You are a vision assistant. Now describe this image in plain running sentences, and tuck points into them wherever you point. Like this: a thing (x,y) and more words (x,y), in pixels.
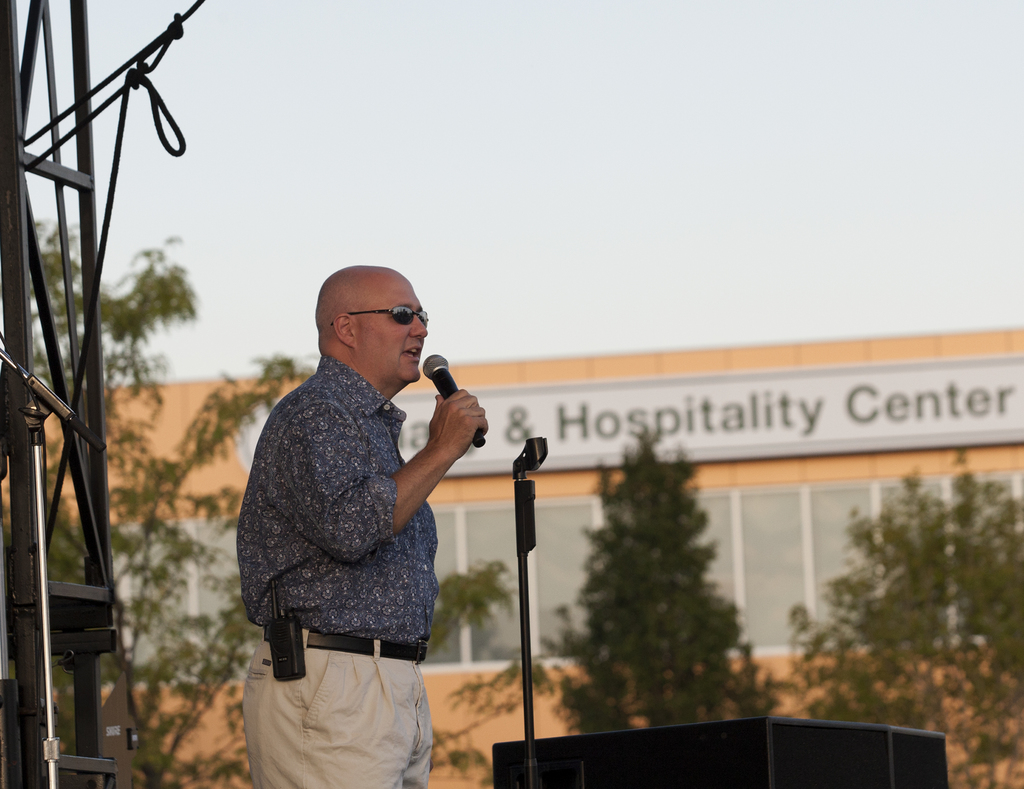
This is a picture outside the city. In the center of the picture (370,283) there is a man (401,347) standing and talking into a microphone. On the left (22,127) there are iron frames (79,756) and stand (36,412). In the background (806,415) there is a building (787,407) trees (677,546). Sky (849,166) is clear and visible.
